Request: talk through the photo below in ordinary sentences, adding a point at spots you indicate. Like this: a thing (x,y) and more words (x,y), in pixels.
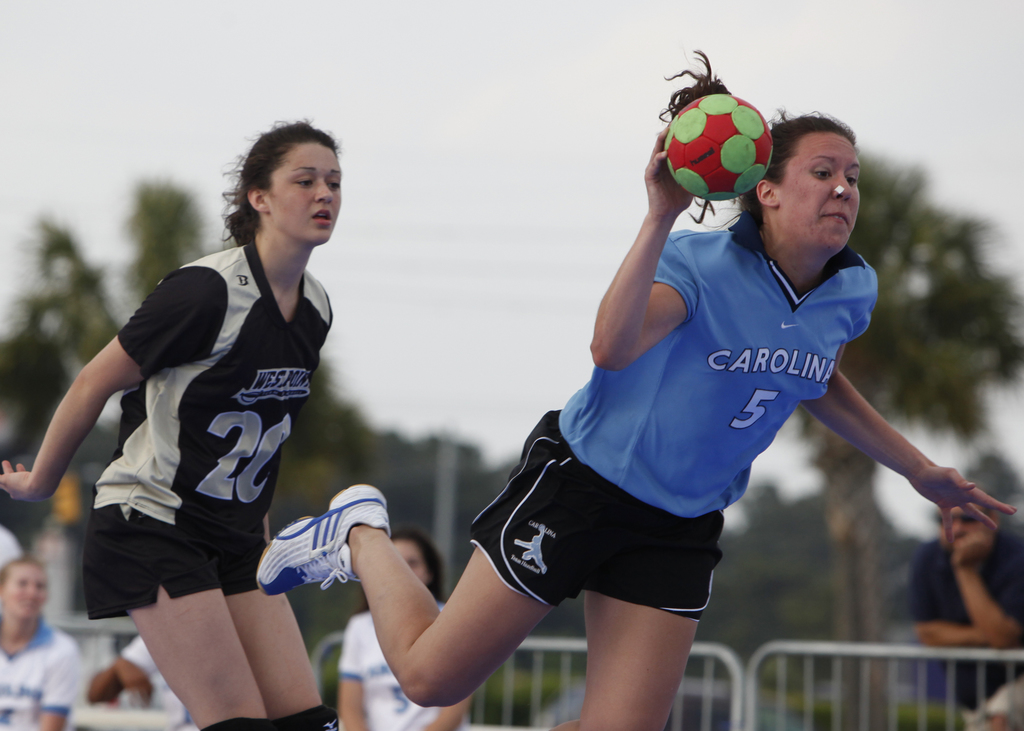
In this picture there are two ladies (627,354). Left side lady (216,416) is wearing a black color t-shirt (180,432). And the side lady (715,402) she is wearing a blue t-shirt (691,381) and a black short (634,514). In her hand (682,197) there is a ball (738,124). She is throwing a ball (709,132). In the back of them there are some people (383,681) sitting. There is a railing (952,655). And in the background (855,533) there is a tree (803,519) and a sky (492,155).
